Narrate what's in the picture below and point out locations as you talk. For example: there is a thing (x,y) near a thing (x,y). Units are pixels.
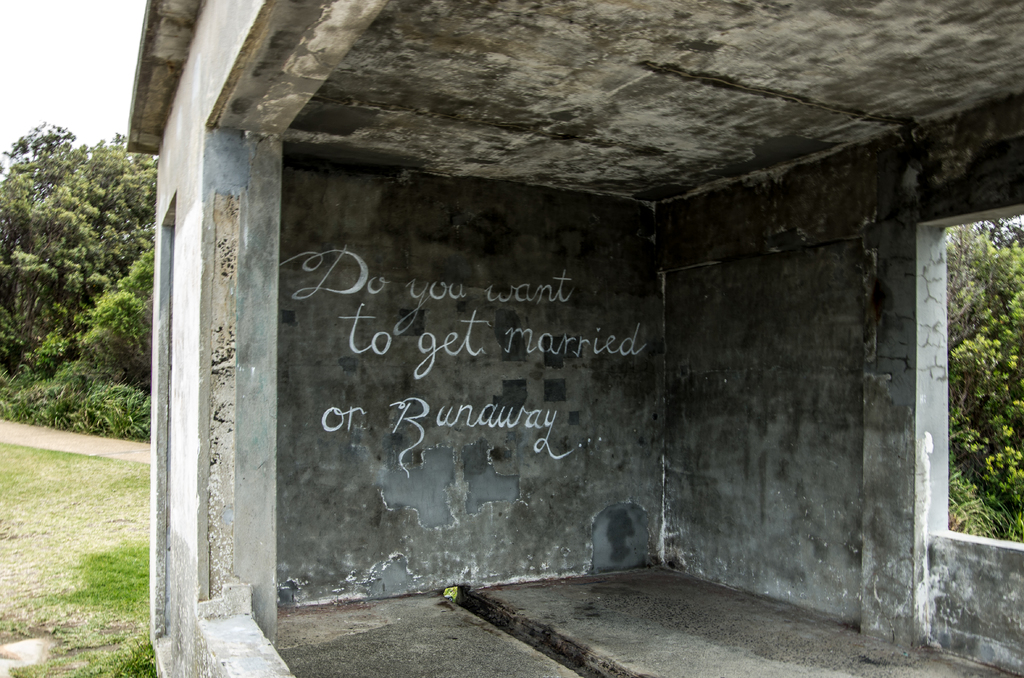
This is a picture of a building (443,271), where there are some words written on the wall (425,424), and in the background (57,453) there are plants (98,417), grass (72,503), trees (10,193), sky (85,72).
